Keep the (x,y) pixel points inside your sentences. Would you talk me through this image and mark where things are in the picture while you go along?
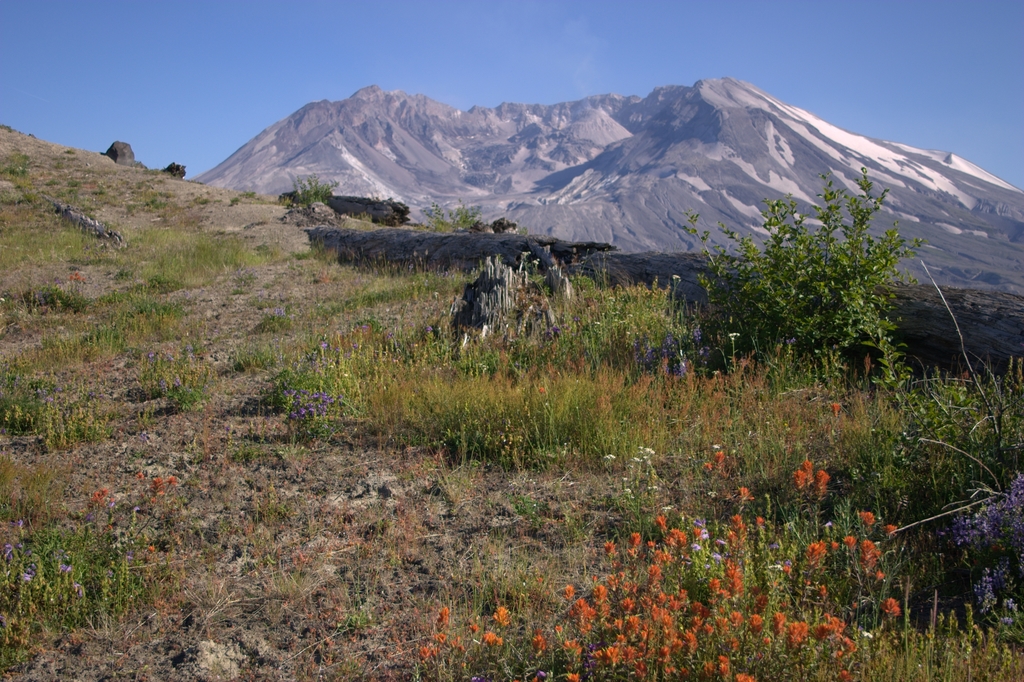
This picture is clicked outside. In the center (453,362) we can see the plants (730,399) and the grass (187,282). In the background (181,95) there is a sky (453,85) and we can see the hills (253,173) and some other objects (549,246).
